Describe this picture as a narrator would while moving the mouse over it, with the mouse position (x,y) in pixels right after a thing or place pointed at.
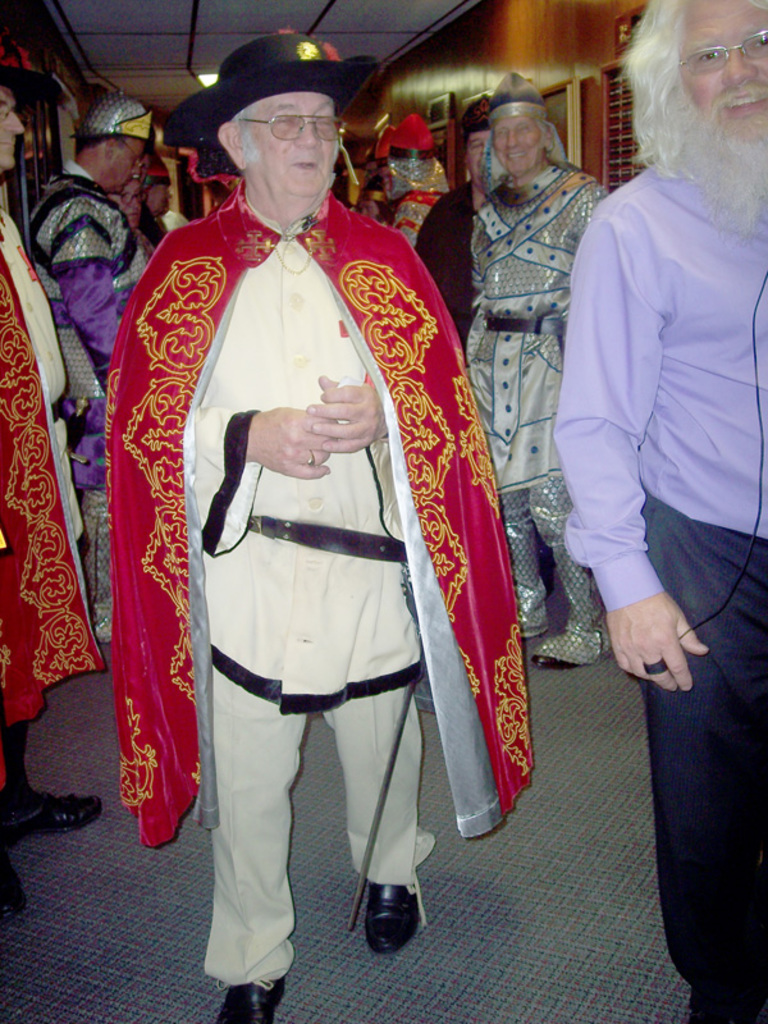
In this image we can see men (208,304) are standing. They are wearing different costumes (236,685). At the top of the image (183,31), white color roof (390,35) and brown walls (471,79) are there.
